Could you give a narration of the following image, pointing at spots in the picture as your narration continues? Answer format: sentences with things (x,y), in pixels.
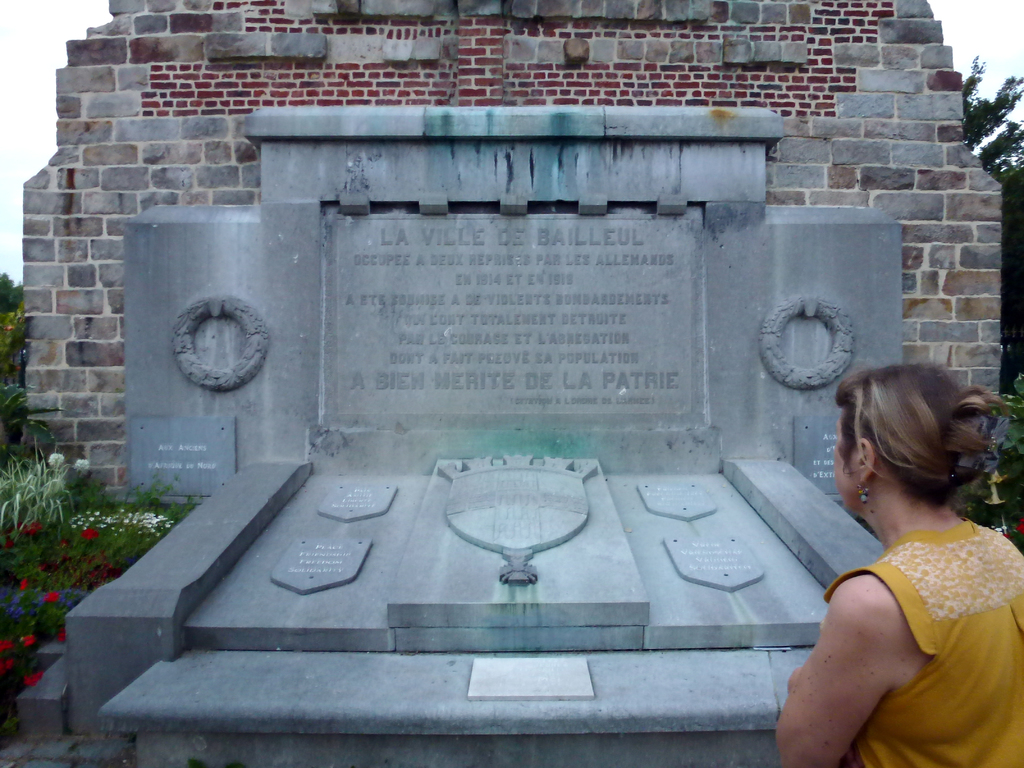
In the center of the image (559,508), we can see a large stone (256,325) and there is some text (463,282) written. In the background (1018,436), there are trees (18,308), plants (56,533) along with flowers (122,524) and there is a person (884,613).
